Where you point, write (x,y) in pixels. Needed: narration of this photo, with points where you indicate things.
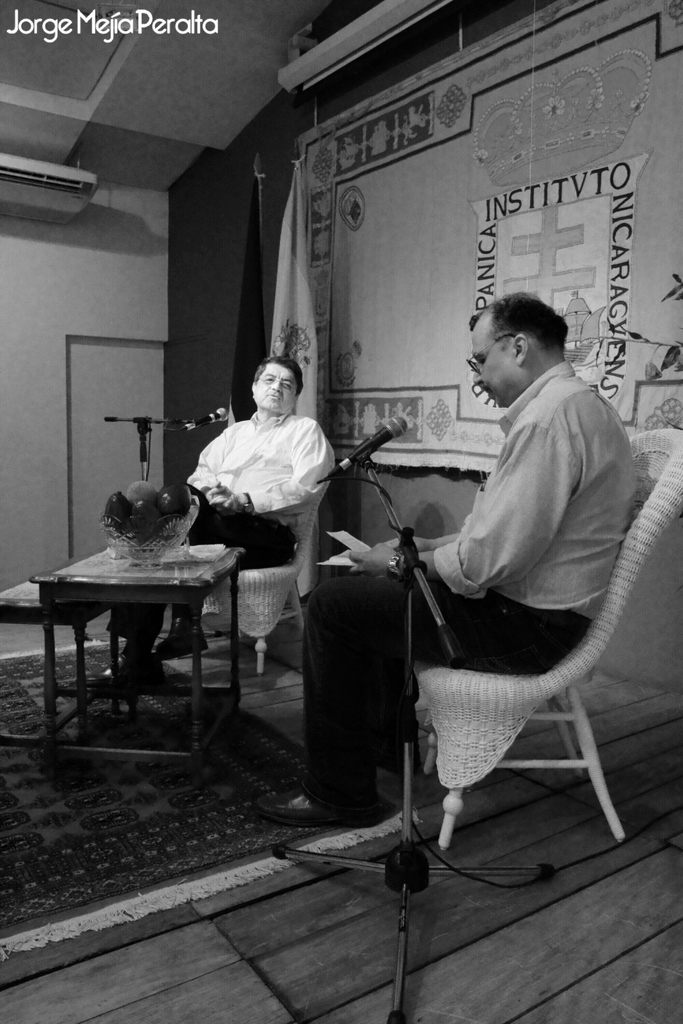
In the image we can see there are two men (396,570) who are sitting on chair (519,727) and in front of them there is a table (195,577) on which there is a bowl (153,536) and fruits (165,500) are kept in it and the image is a black and white picture.
